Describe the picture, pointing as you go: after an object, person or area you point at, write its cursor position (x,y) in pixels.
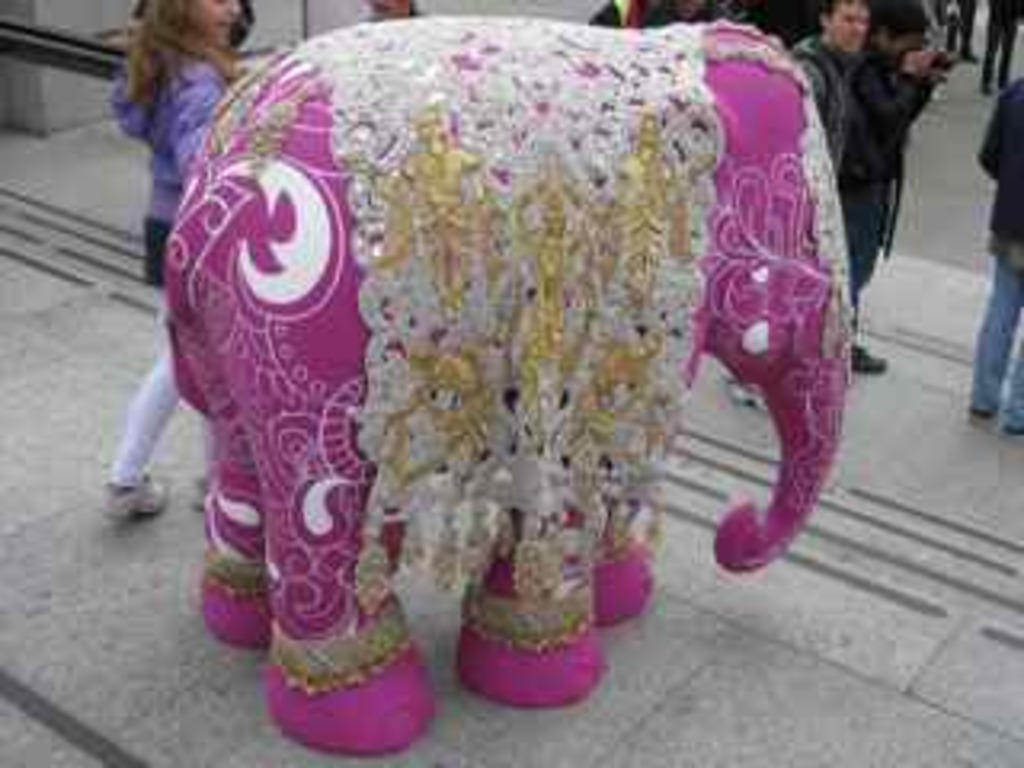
In this picture I can observe costume (578,522) of an elephant (657,466) which is in pink color. I can observe some people (802,56) in the background (802,56).
